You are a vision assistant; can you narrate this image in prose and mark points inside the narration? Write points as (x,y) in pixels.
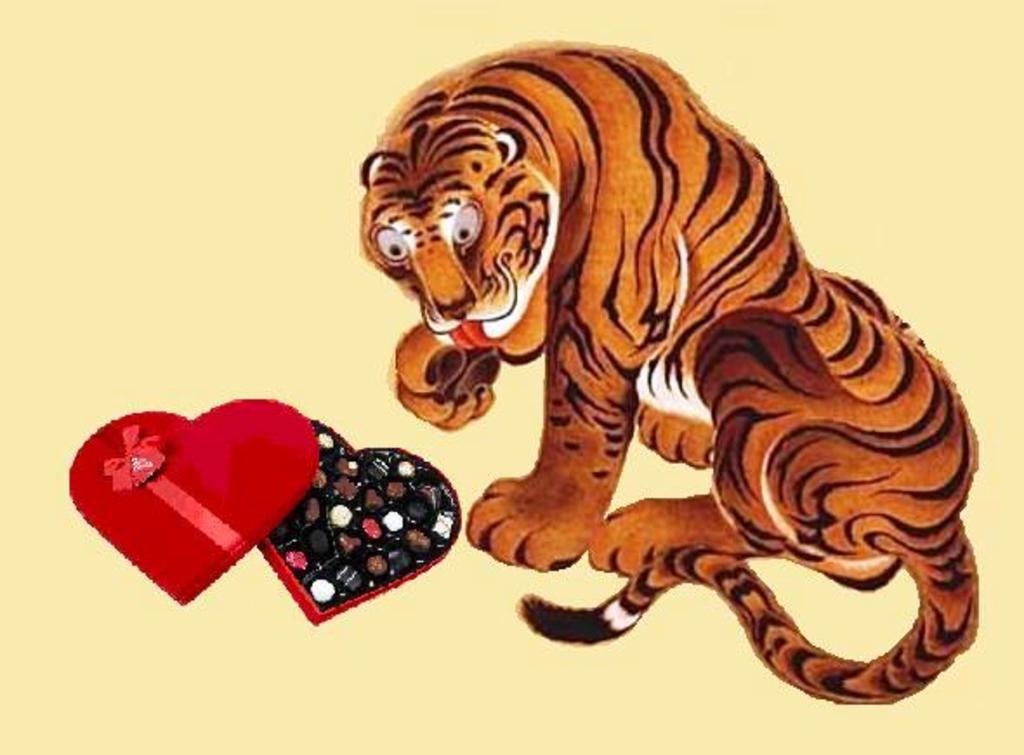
In this image there is a sketch (562,424) of a tiger (619,385) with a chocolate box (402,503) in front of it.
